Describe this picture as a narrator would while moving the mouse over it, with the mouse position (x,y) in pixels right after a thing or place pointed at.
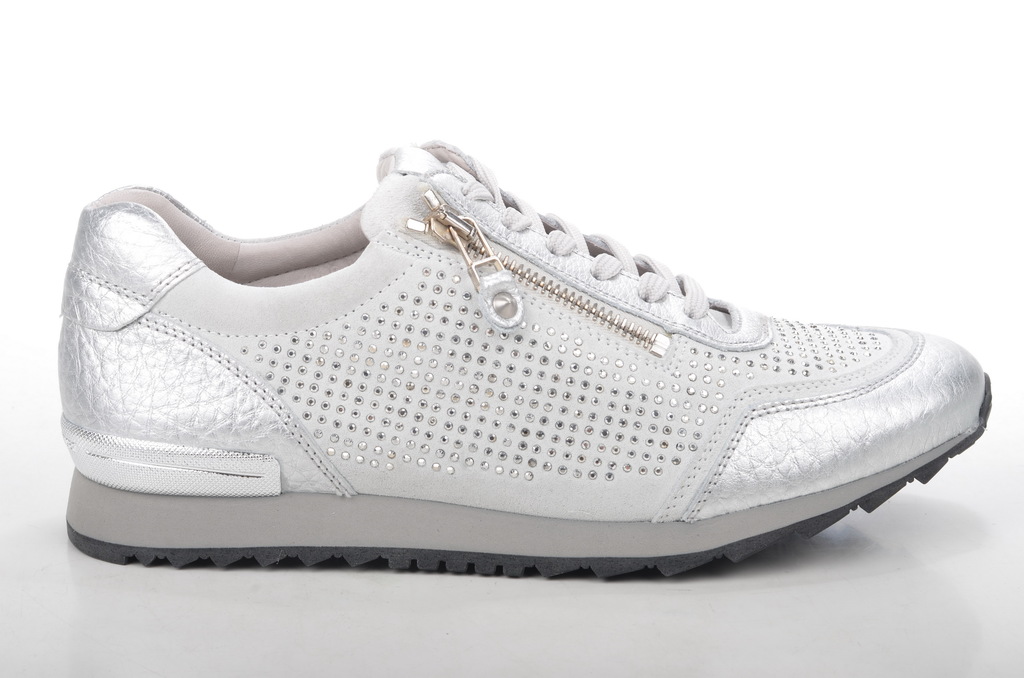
In this picture i can see a shoe (738,440), It is white in color and a zip (504,321) to it and i can see a white color background (556,83).
